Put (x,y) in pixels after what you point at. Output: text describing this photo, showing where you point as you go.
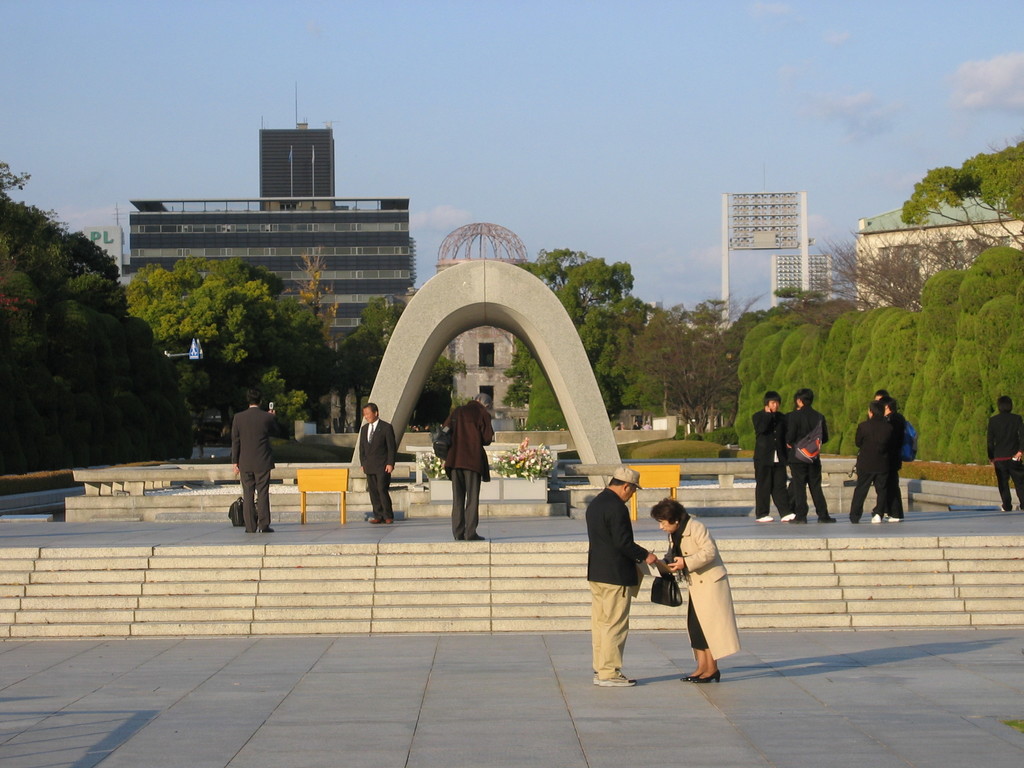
As we can see in the image there are few people (994,434) here and there, stairs (444,592), trees (359,338) and buildings (340,218). On the top (701,222) there is sky (702,197).
